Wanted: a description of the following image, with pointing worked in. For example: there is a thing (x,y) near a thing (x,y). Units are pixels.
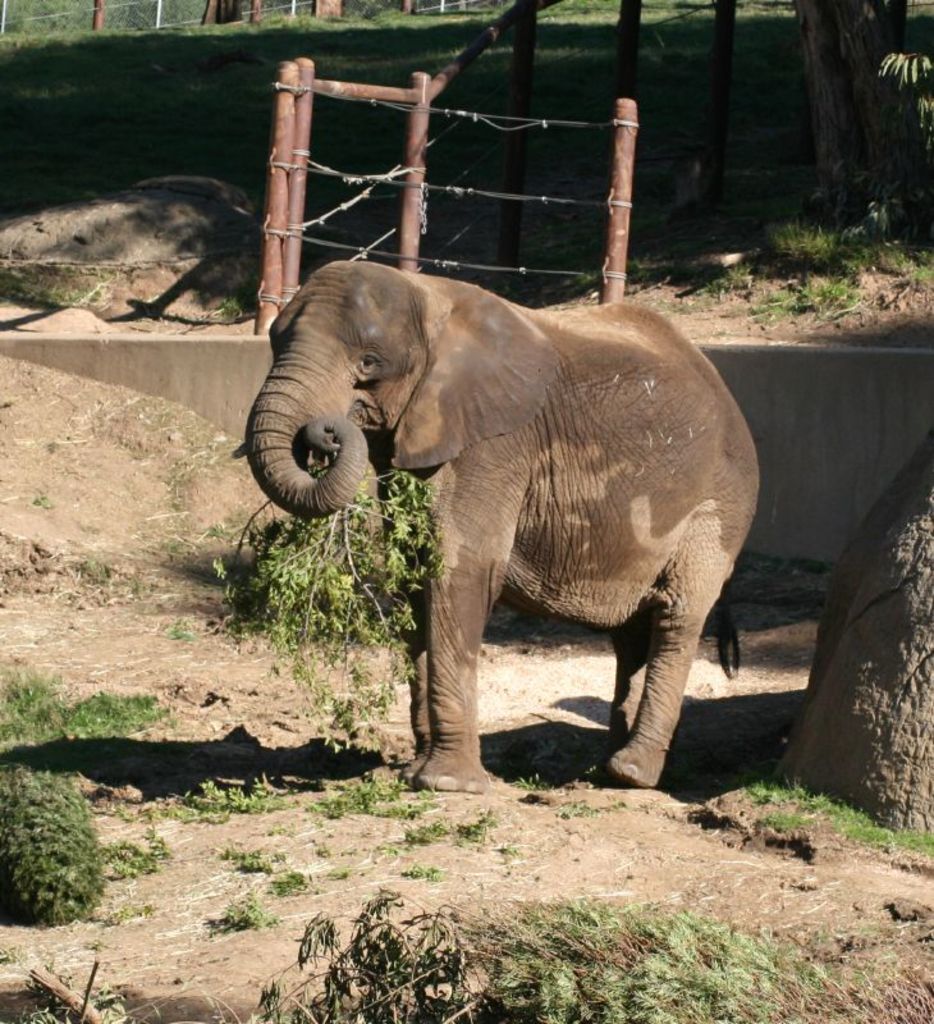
In this picture we can see an elephant (481,604) on the ground (491,617) and in the background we can see a fence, grass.
